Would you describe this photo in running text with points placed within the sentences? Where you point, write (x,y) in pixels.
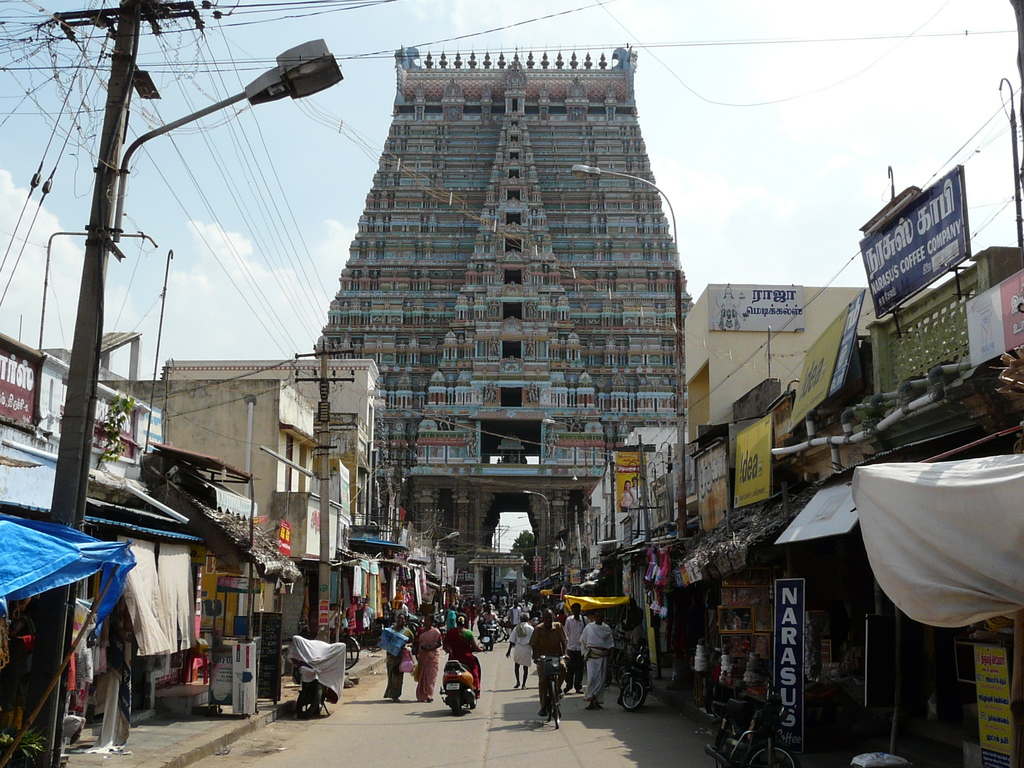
In this image i can see the temple (647,341) and the sky (241,65), vehicles (488,646) on the road (484,658), few people (528,623), there are many shops (919,481), some written text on the board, i can see the transmission pole (99,267) and street lights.
